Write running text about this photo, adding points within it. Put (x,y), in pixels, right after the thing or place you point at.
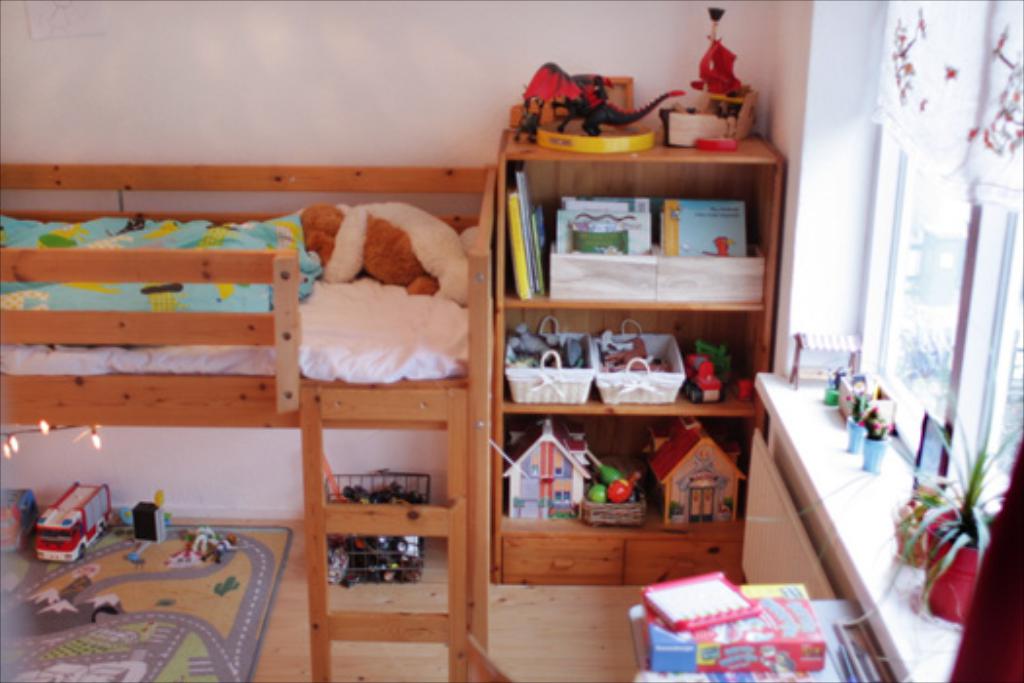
In this picture we can see a carpet (223,670) on the floor (329,594), toys (25,499), baskets (566,349), miniature houses (558,469), box (616,297), books (564,220), cardboard (805,620), house plants (928,494), window (919,357), curtain (891,92), ladder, bed (375,390) with a bed sheet (385,338) on it and some objects (738,637). In the background (265,71) we can see the wall (287,71).
